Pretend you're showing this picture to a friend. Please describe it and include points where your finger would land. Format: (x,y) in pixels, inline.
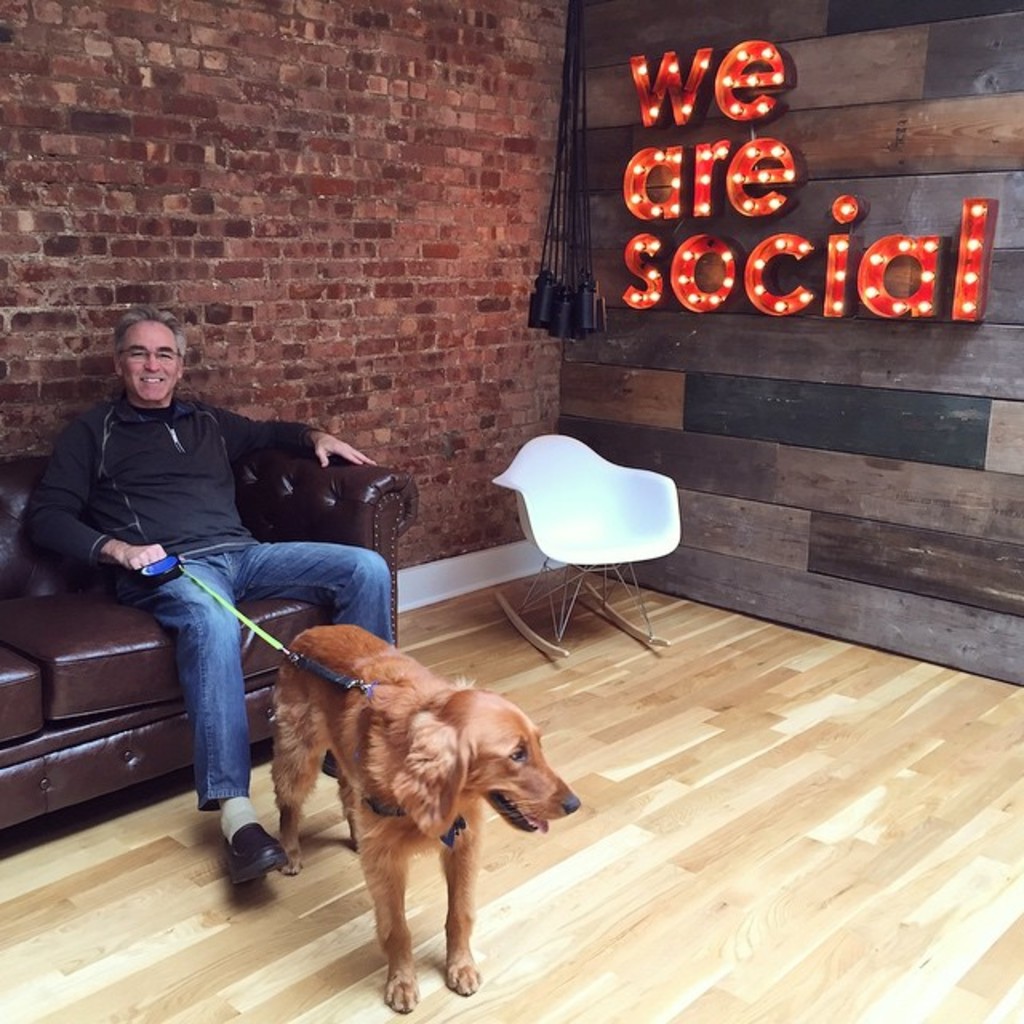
In this image there is a man (195,509) who is sitting on a sofa (75,607) and holding a dog (310,681) with its belt (297,660). To the right side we have a chair (581,586) which is kept on floor (591,598). At the background (495,409) there is a brick wall (374,206). On the top right corner (685,170) we have led lights (709,153) attached to the wall (820,95).
